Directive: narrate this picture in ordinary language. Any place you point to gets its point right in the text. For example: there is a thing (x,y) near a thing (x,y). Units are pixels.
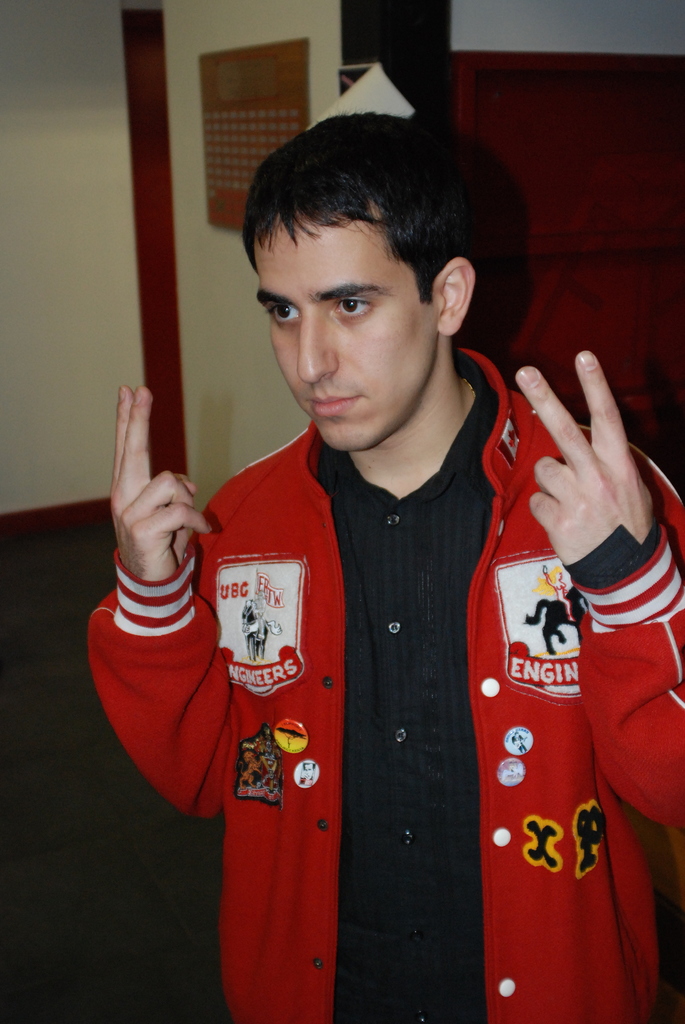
In this picture there is a boy (488,649) wearing red color jacket (533,787), standing in the front (467,830) and giving a pose to the camera. Behind there is a yellow color wall (90,185).
